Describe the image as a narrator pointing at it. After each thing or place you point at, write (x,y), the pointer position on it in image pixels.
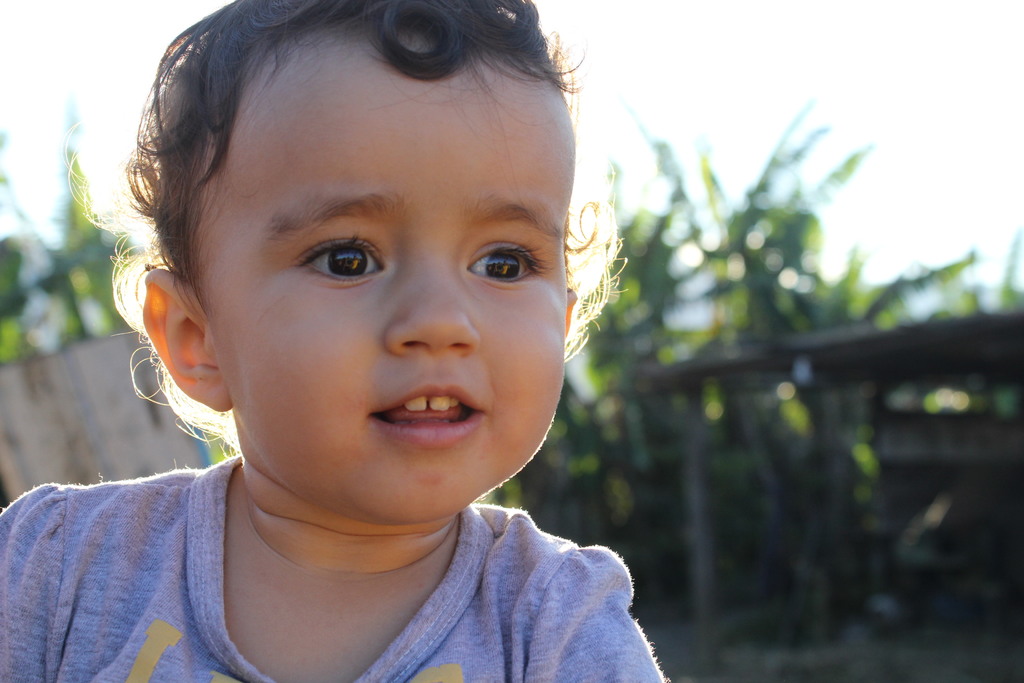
On the left side of this image (272,304) there is a baby (246,462) smiling. In the background (723,477) there is a shed (748,381) and few trees (780,272). At the top of the image (764,78) I can see the sky (629,77).
